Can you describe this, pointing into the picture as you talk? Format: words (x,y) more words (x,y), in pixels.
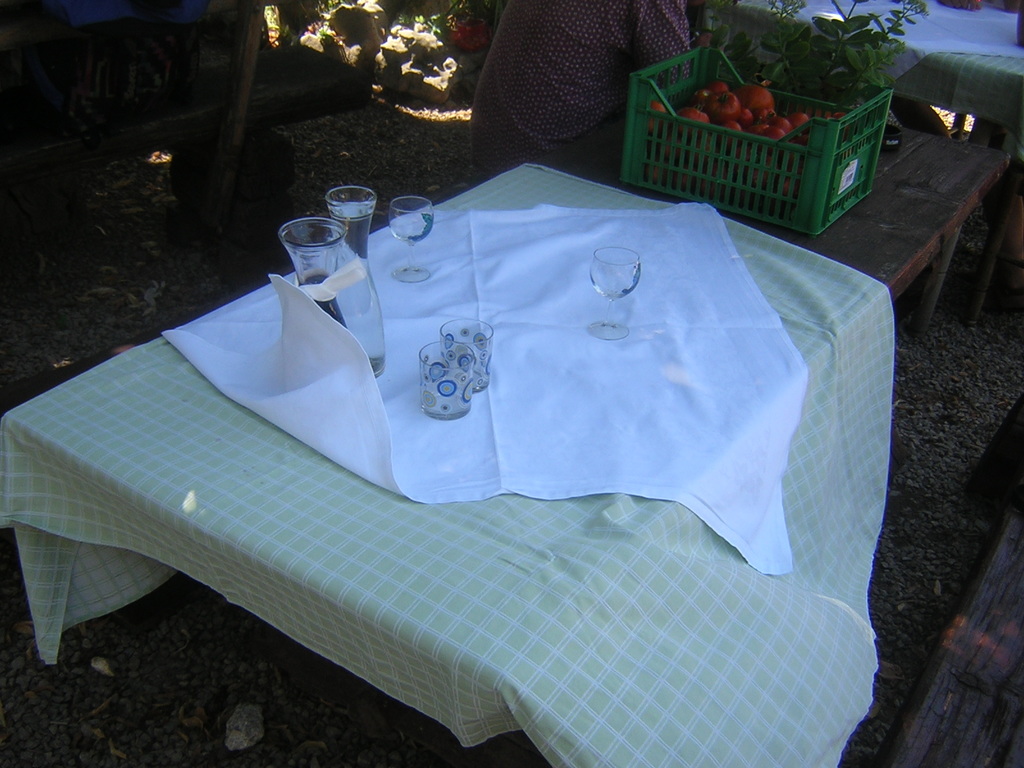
In this image we can see a table (479,529) covered with cloth (436,586) and is placed on the stones (134,624). We can see wine glasses (606,294), glass tumblers (455,352) and jugs (358,289) placed on the table (532,413). In the background (540,82) we can see flower pot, person (574,39) and a basket (696,73) of tomatoes (738,119) on the table (880,192).
